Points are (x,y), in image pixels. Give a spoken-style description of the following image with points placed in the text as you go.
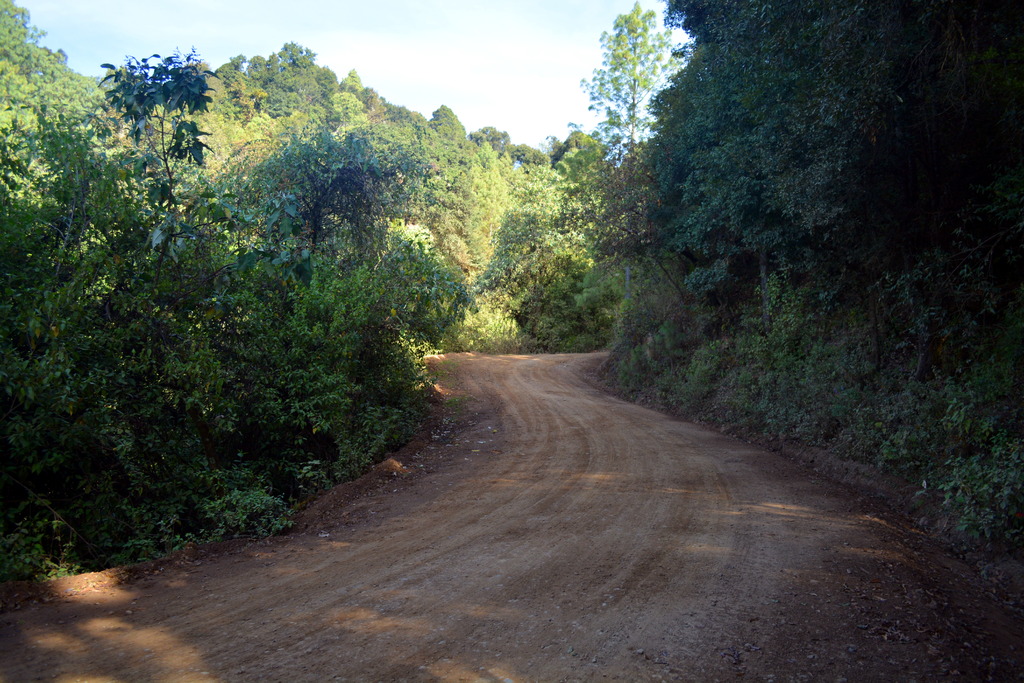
In this image we can see the trees (532,203) and also the path (490,441). We can also see the sky (349,62).
